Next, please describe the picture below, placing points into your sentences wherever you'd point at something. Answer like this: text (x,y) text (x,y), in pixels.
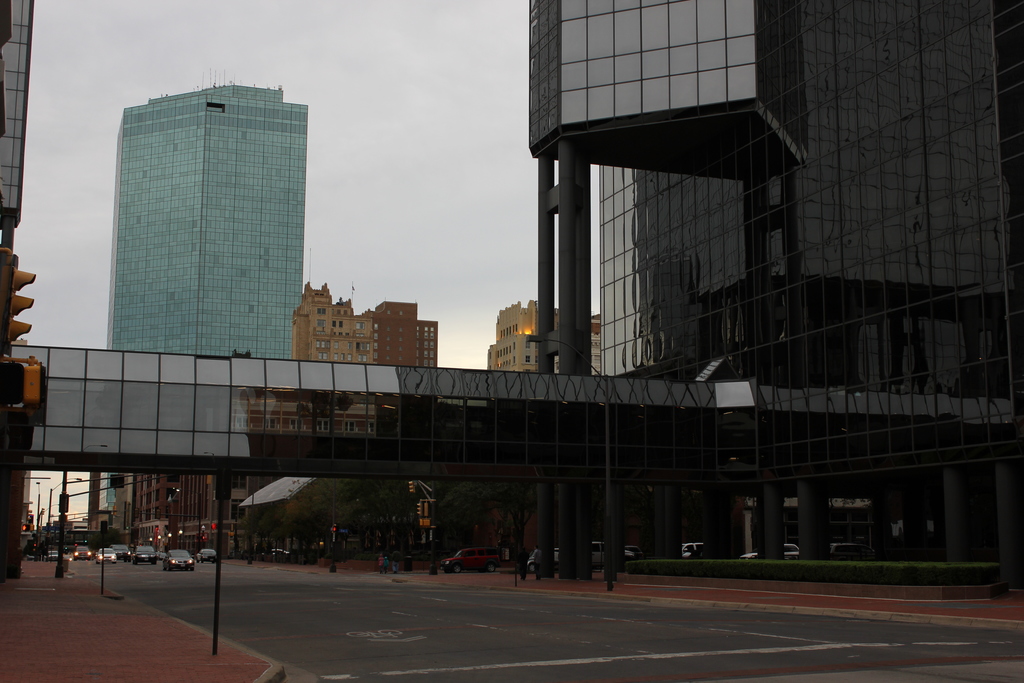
In this image we can see few buildings (522,362) and a bridge (288,414). On the bridge (407,399) we can see the glasses (407,399). In front of the building (251,547) we can see a group of vehicles (456,562), trees (298,497), poles (216,575) and persons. On the right side (807,524), we can see few pillars (591,522). On the left side (2,392), we can see a traffic pole (10,309). At the top (328,205) we can see the sky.
